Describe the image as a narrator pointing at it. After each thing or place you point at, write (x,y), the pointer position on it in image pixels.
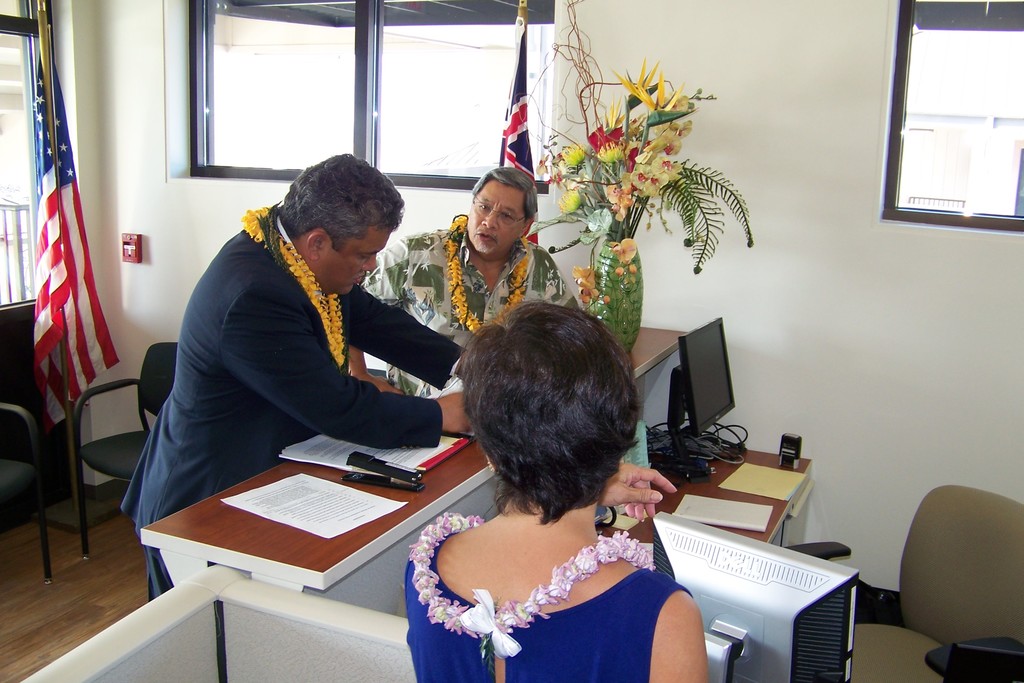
in a room (414,292) there are two men (496,258) and one woman (532,380) standing in front of a table (340,498) there are chairs (167,385) on the table (464,505) there are different items (689,478) present on it
